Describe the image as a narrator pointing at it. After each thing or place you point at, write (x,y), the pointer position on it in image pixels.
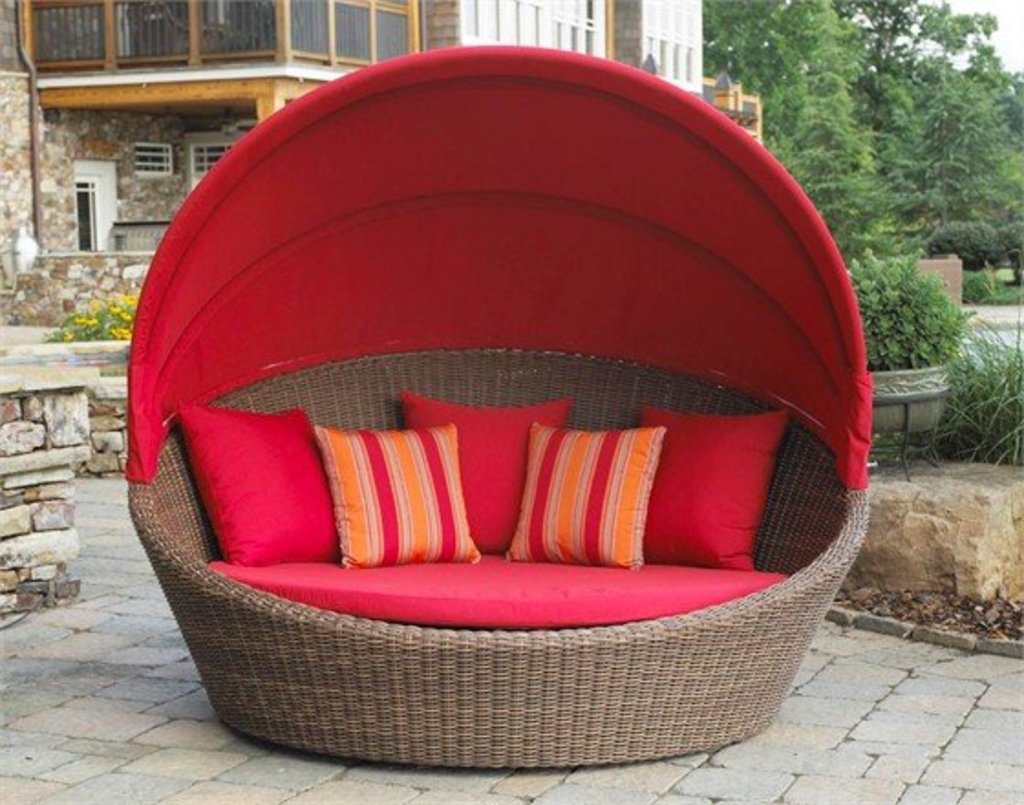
In the image in the center (397,321), we can see one outdoor wicker daybed (178,246) and a few pillows (547,471) on it. In the background (913,335), we can see buildings (630,59), fences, trees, plants (998,396), grass (996,413), flowers (130,318), pots (890,429) etc.
